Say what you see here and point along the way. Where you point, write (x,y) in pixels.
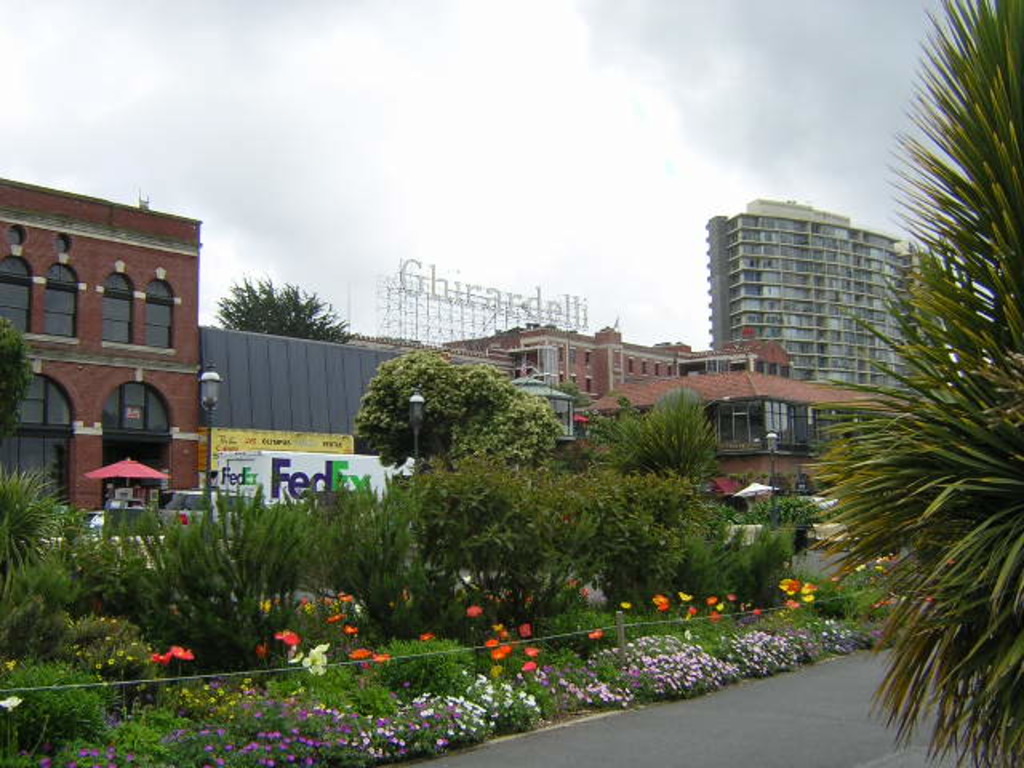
In this picture there are buildings (200,466) and trees (946,409) and street lights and there are vehicles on the road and there is an umbrella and there is a text (489,314) on the building (492,359). At the top (289,140) there is sky (354,140) and there are clouds (354,140). At the bottom (936,585) there is a road (865,753) and there are plants (503,674) and flowers (646,652).
